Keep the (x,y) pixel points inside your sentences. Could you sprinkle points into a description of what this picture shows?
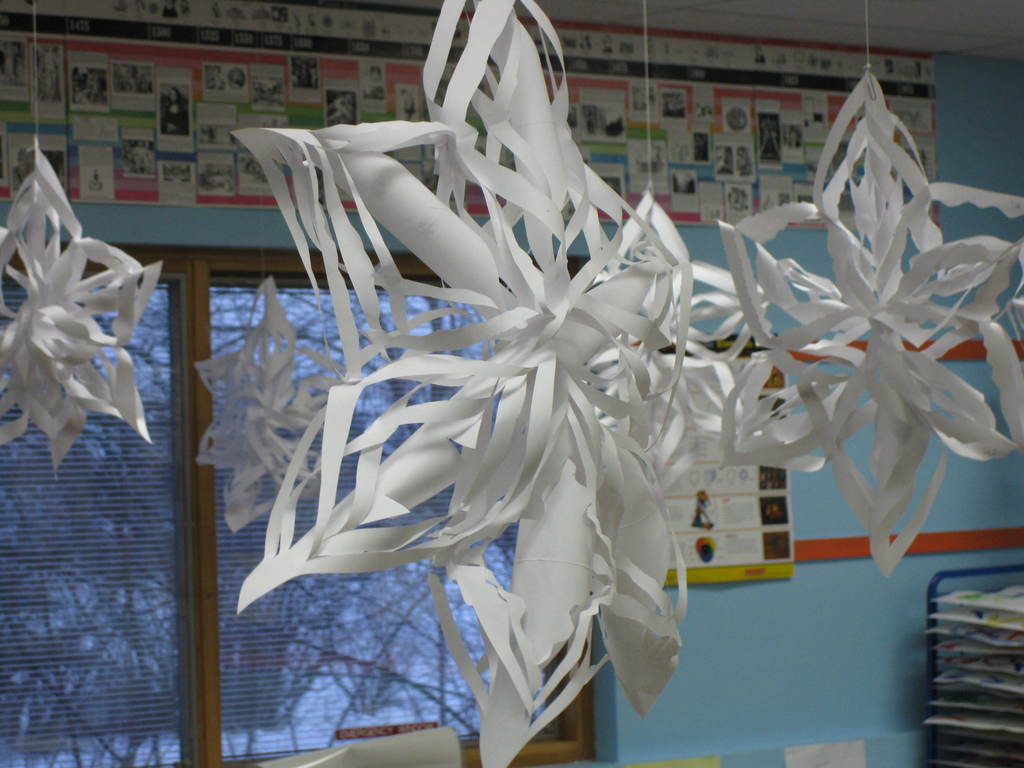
In this picture we can see paper craft (506,270) hanging with threads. In the background of the image (668,147) we can see boards (685,524) on the wall (602,727), glass window (295,707) and objects (964,713), through this glass window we can see snow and sky (298,312).
